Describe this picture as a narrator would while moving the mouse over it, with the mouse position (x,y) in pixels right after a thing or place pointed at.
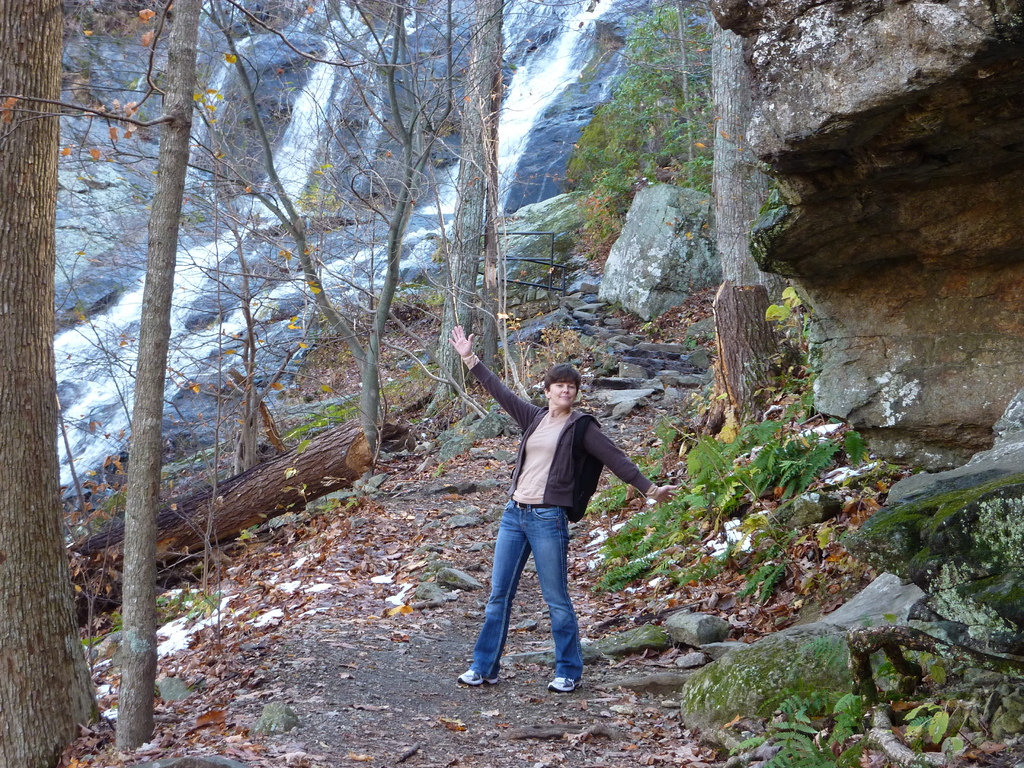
In this image there is a person (552,387) standing. Around the person (514,584) there are rocks (779,641), trees (15,296) and there is a waterfall (519,153).
